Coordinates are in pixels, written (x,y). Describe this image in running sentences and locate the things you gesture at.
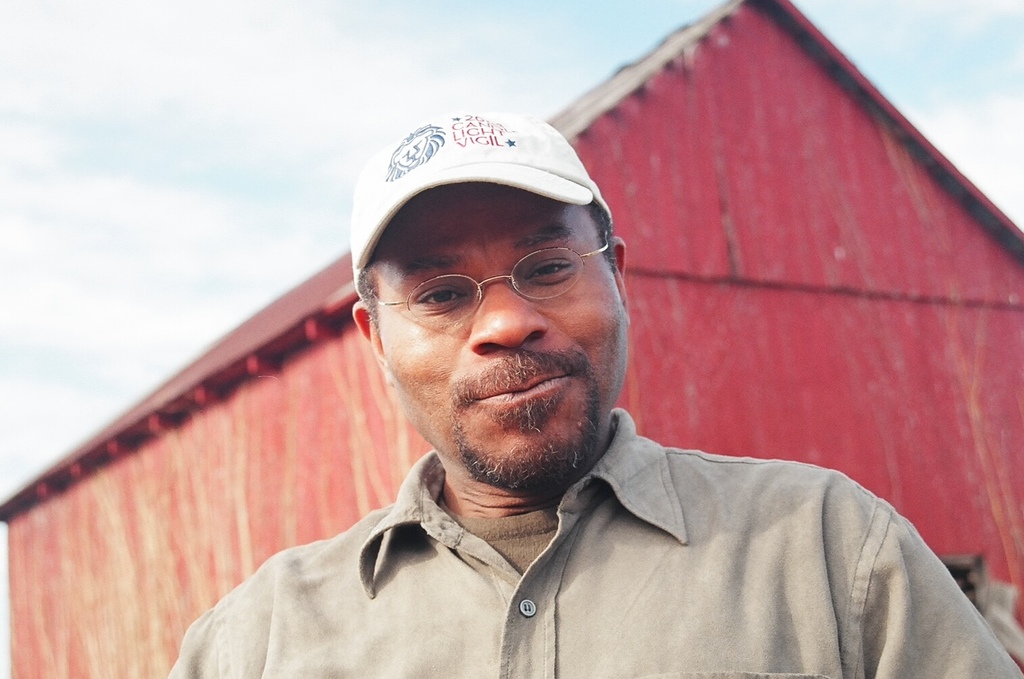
In the middle of the image (517,284) I can see a person (518,329) standing wearing the cap (381,166). In the background (632,202), I can see the house (178,412).
